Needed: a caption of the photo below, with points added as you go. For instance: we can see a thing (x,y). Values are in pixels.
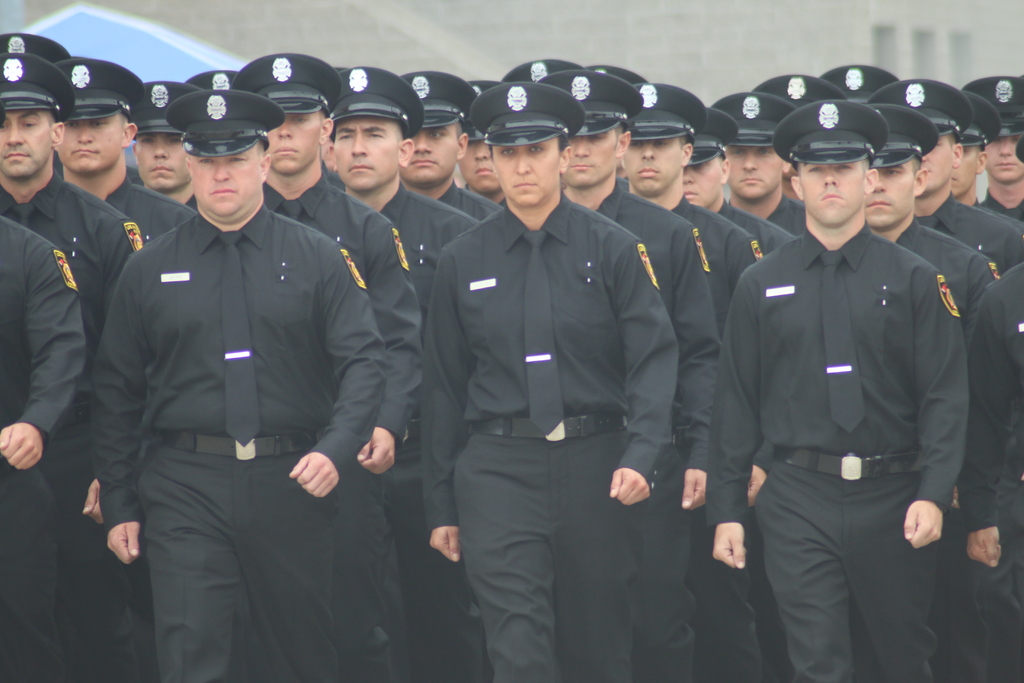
The picture consists of soldiers (685,161) in black uniforms (417,243) marching. In the background (111,5) there is a building (460,31). The soldiers (271,83) are wearing black hats (703,118).
